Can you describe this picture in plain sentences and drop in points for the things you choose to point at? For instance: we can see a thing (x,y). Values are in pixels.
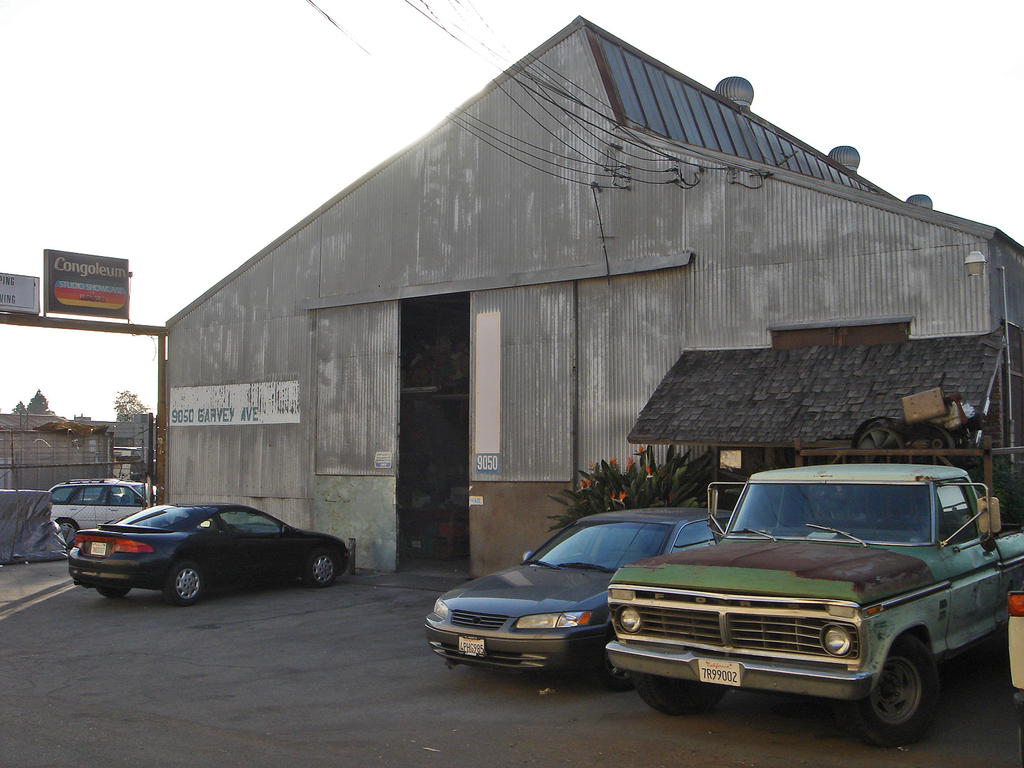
In the image I can see a shed like thing (384,365) and around there are some cars (440,613), trees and some boards (176,401).
